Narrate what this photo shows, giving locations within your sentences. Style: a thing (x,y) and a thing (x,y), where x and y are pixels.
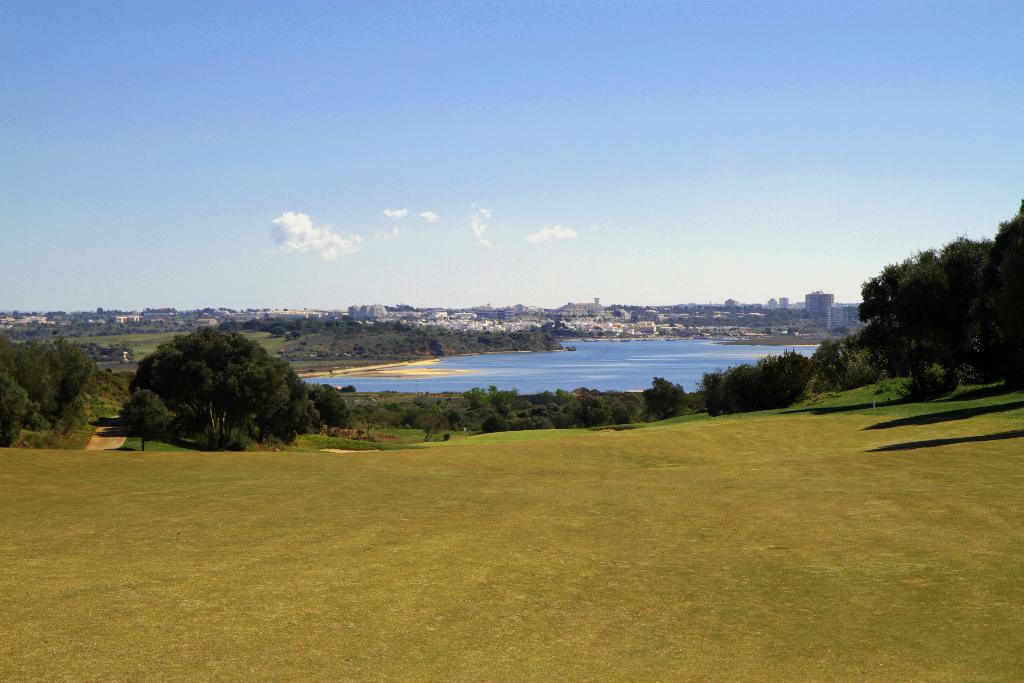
In this image we can see grass (351,586) on the ground (351,586), trees (216,399) and water (433,382). In the background (25,336) we can see buildings (692,323), trees (759,317) and clouds (297,224) in the sky (565,31).
